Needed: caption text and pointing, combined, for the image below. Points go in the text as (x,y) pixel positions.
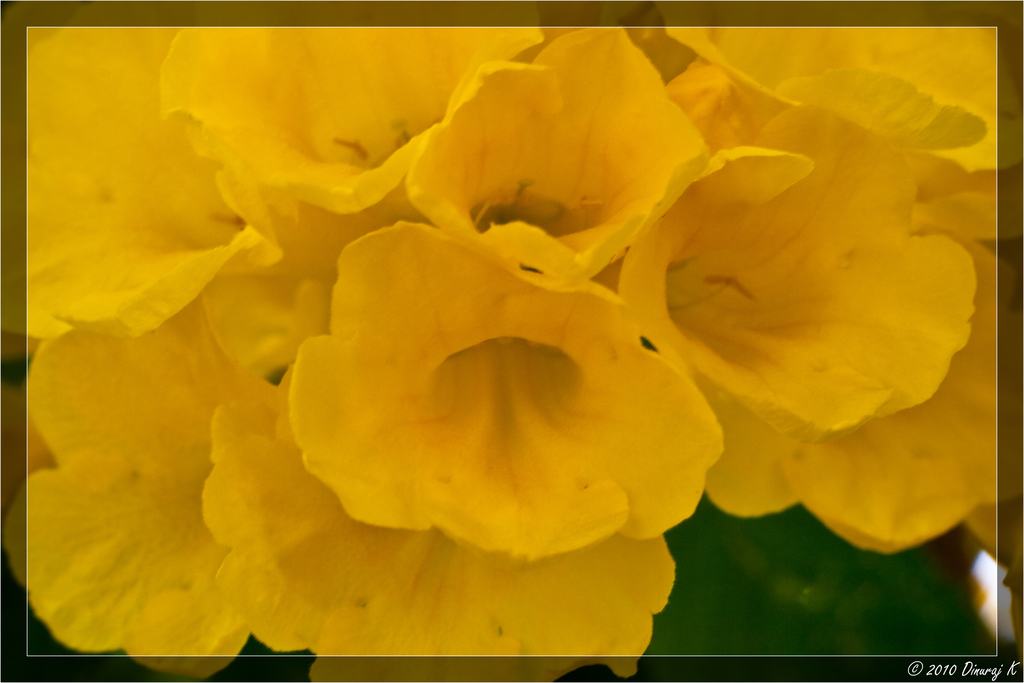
In this image there are yellow flowers (596,223), in the bottom right (909,665) there is a text (993,675).
